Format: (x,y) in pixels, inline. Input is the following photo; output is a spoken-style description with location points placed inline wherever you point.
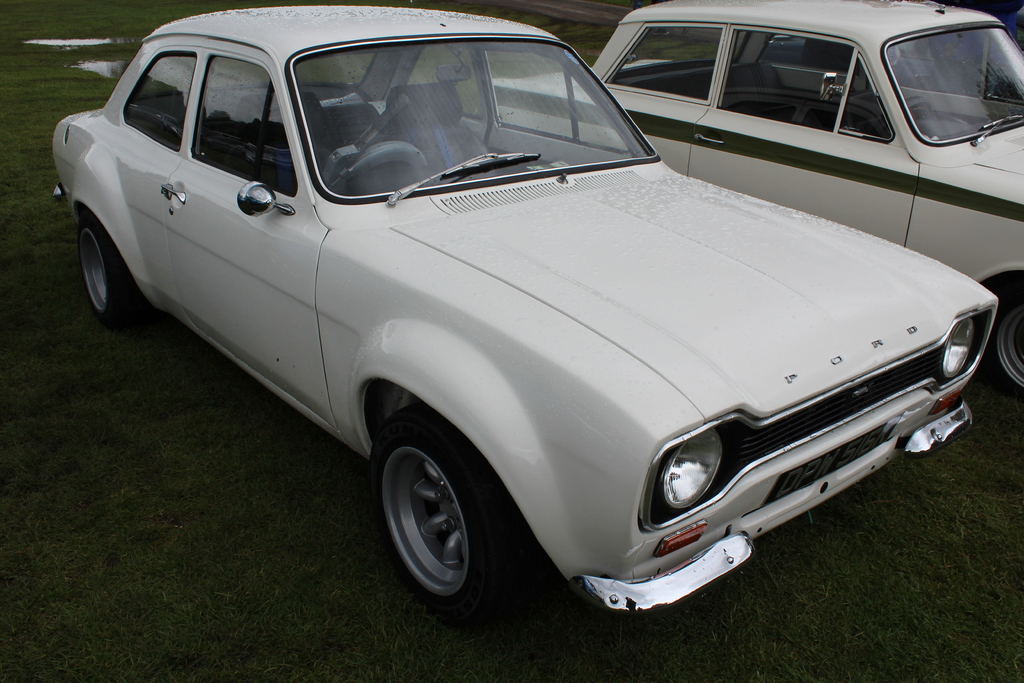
In this image I see 2 cars (587,108) which are of white in color and I see a word (846,354) over here and I see the green grass (23,290) and I see the water (121,39) over here.
